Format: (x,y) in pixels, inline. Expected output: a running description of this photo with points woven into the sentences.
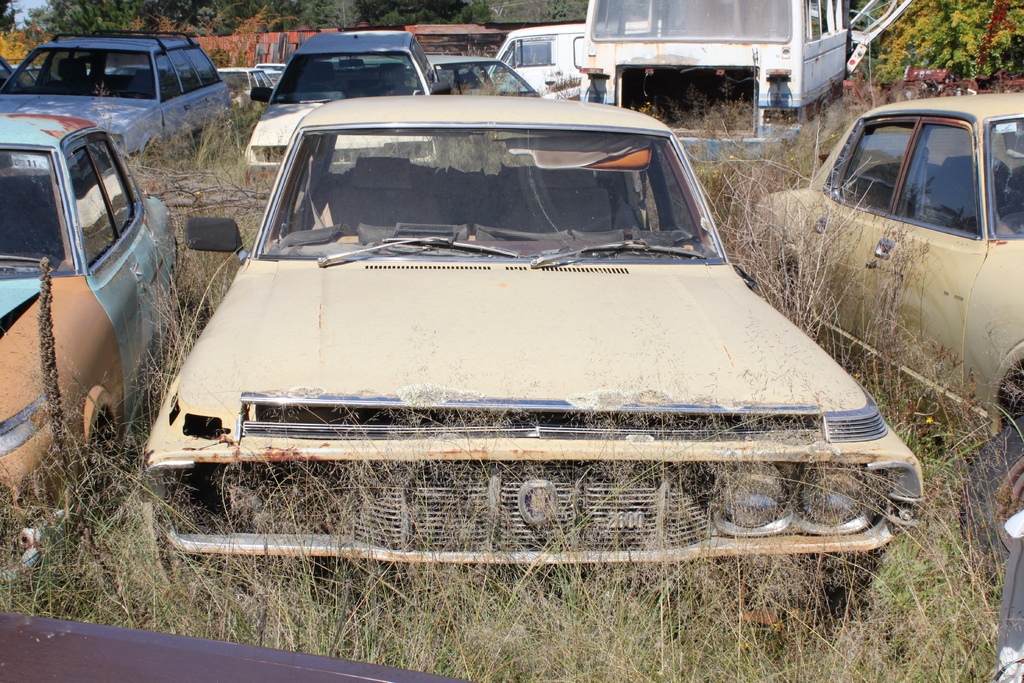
In this picture we can see some vehicles (539,228) parked on the grass (964,502) and behind the vehicles (498,156) there are trees (1,28) and grass (178,224).
